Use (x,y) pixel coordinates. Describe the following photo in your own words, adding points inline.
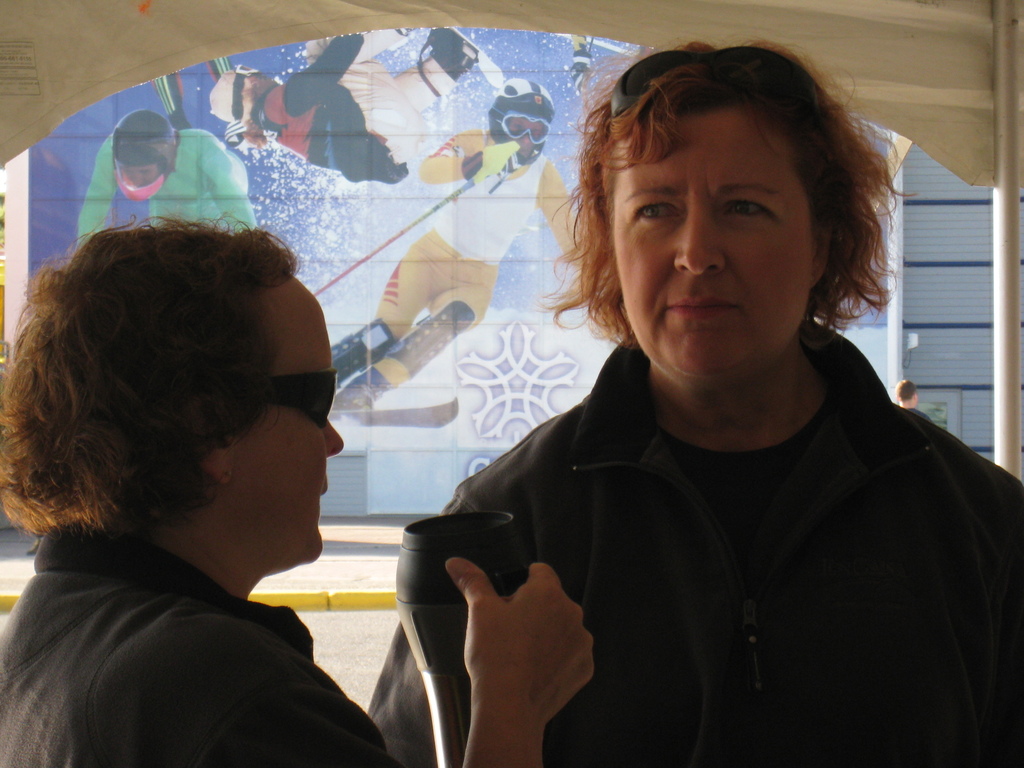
In this picture we can see few people (852,387), on the left side of the image (149,452) we can see a person (167,591) and the person (546,635) is holding an object (419,534), in the background (357,197) we can see a hoarding (336,264).
